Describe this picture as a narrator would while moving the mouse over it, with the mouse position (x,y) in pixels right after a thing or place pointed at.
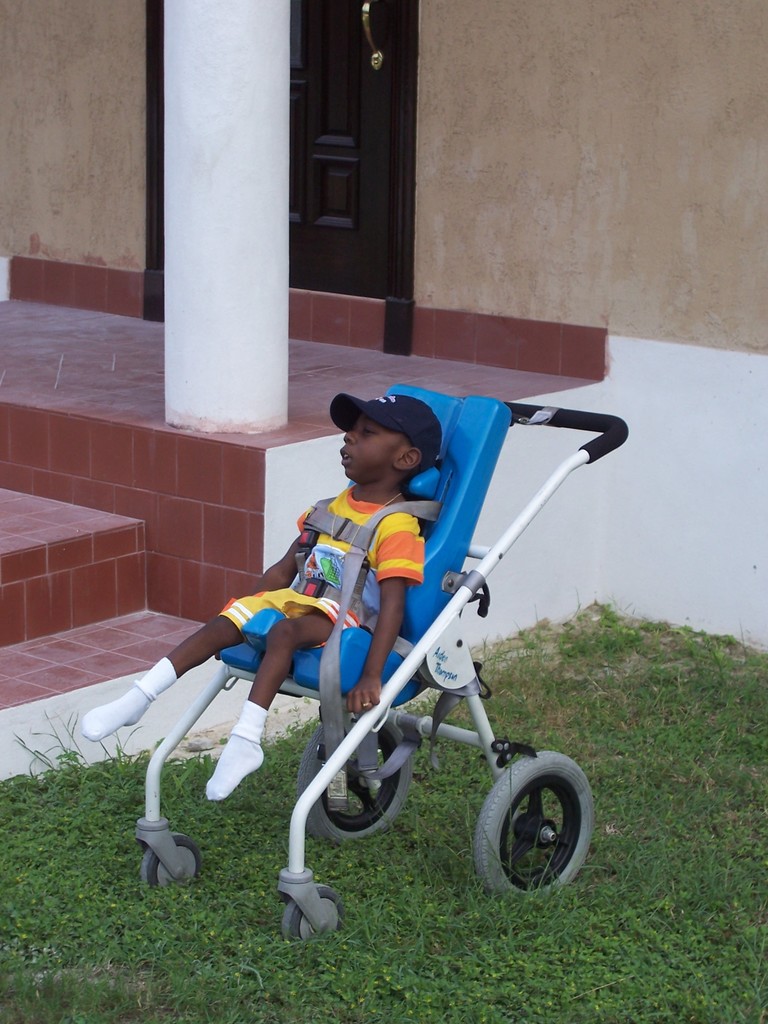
In this picture I can observe a kid (293,640) sitting in the stroller (426,642). The kid (384,551) is wearing black color cap (374,420) on his head (370,442). There is some grass (261,893) on the ground (237,854). On the left side (184,277) I can observe white color pillar (192,250). In the background (29,40) there is a door (325,115) and wall (53,83).
